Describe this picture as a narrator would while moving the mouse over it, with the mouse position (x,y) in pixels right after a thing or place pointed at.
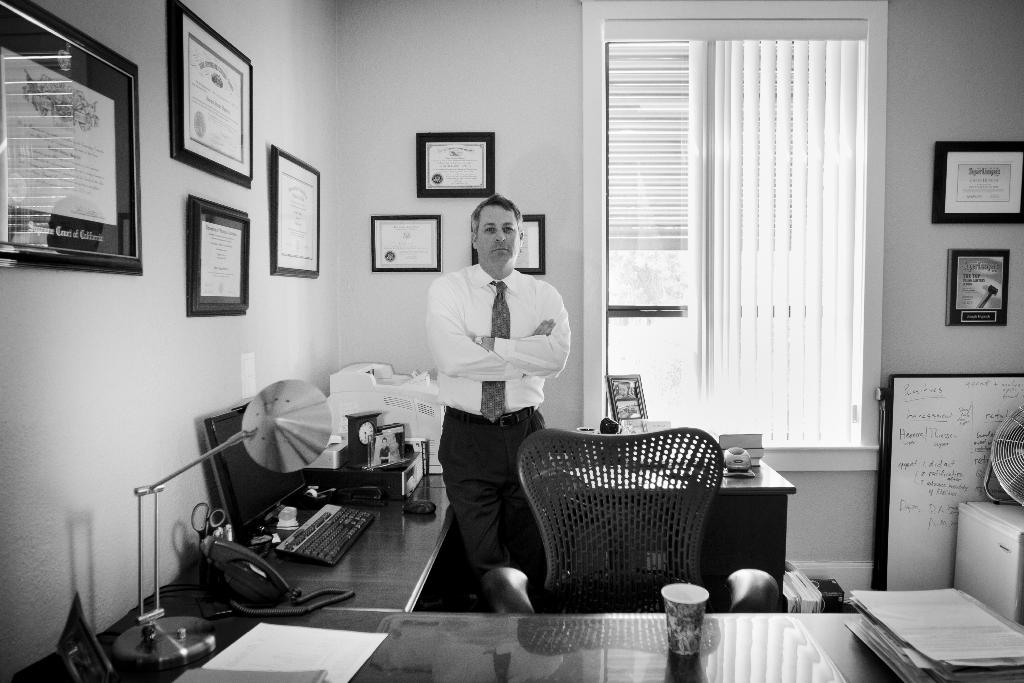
In this image we can see a man (468,457) wearing white shirt (468,376) standing and giving a pose into the camera. On the front table (335,571) we can see table light (312,408), monitor (277,487) and a small clock (353,451). In the background (204,334) there is a white wall (83,301) with many photo frames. Beside we can see glass window (699,400) and blinds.
